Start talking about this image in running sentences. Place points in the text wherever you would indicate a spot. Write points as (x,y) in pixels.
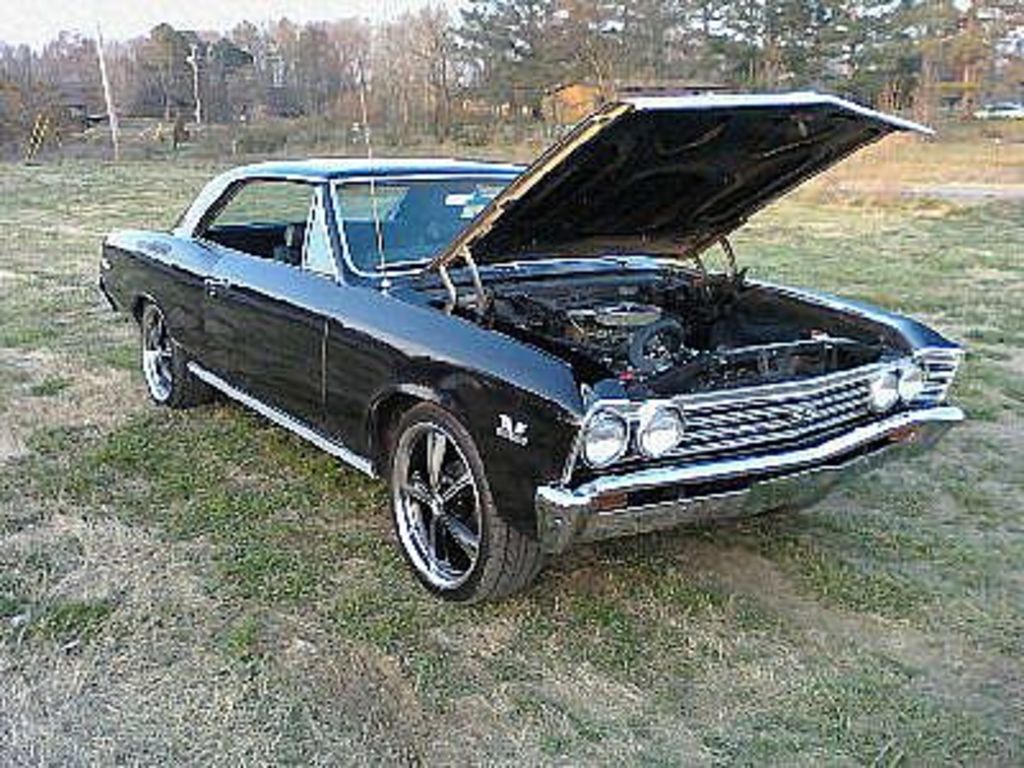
In the center of the picture (560,451) there is a car (609,176). The car (350,226) is in black color. The car bonnet (659,180) is opened. At the bottom (278,618) there are grass (50,561). In the background (509,57) there are trees (433,78) and houses (76,98) and there are poles (105,98) and cables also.
